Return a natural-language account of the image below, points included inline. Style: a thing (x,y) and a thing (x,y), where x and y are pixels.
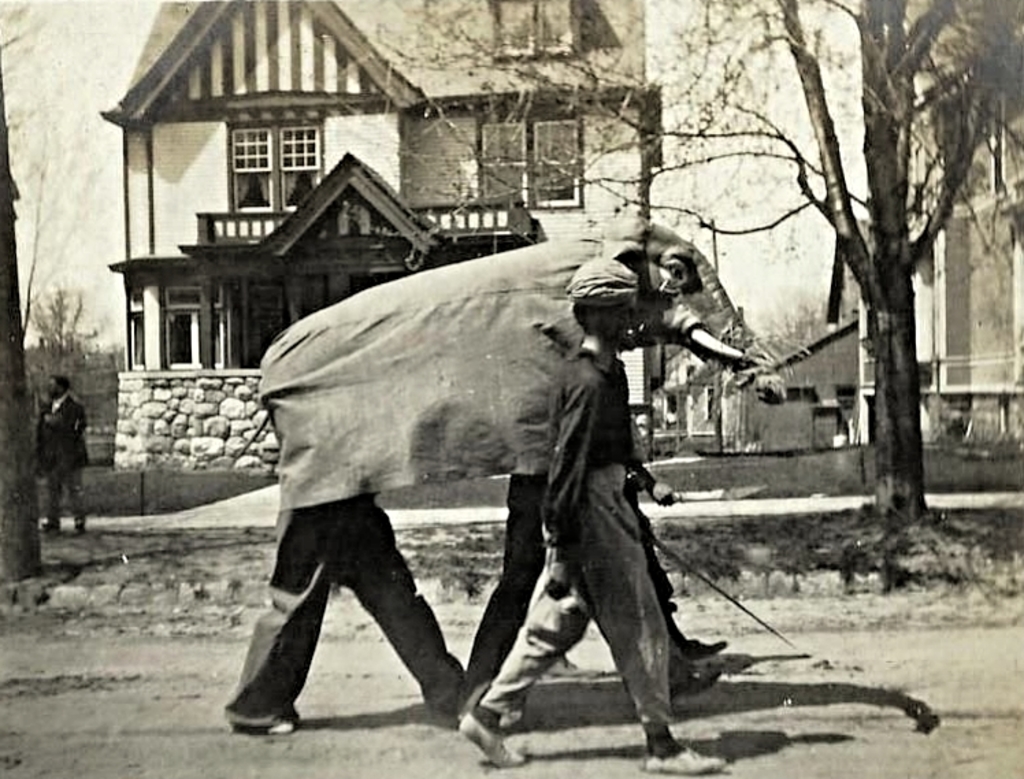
This is a black and white image. There is a building (300,266) in the middle (427,265). There is a tree (916,61) on the right side (867,114). There is a person (60,469) standing on the left side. There are three persons (378,552) walking in the middle (575,467). They are wearing the mask of an elephant (351,391).
